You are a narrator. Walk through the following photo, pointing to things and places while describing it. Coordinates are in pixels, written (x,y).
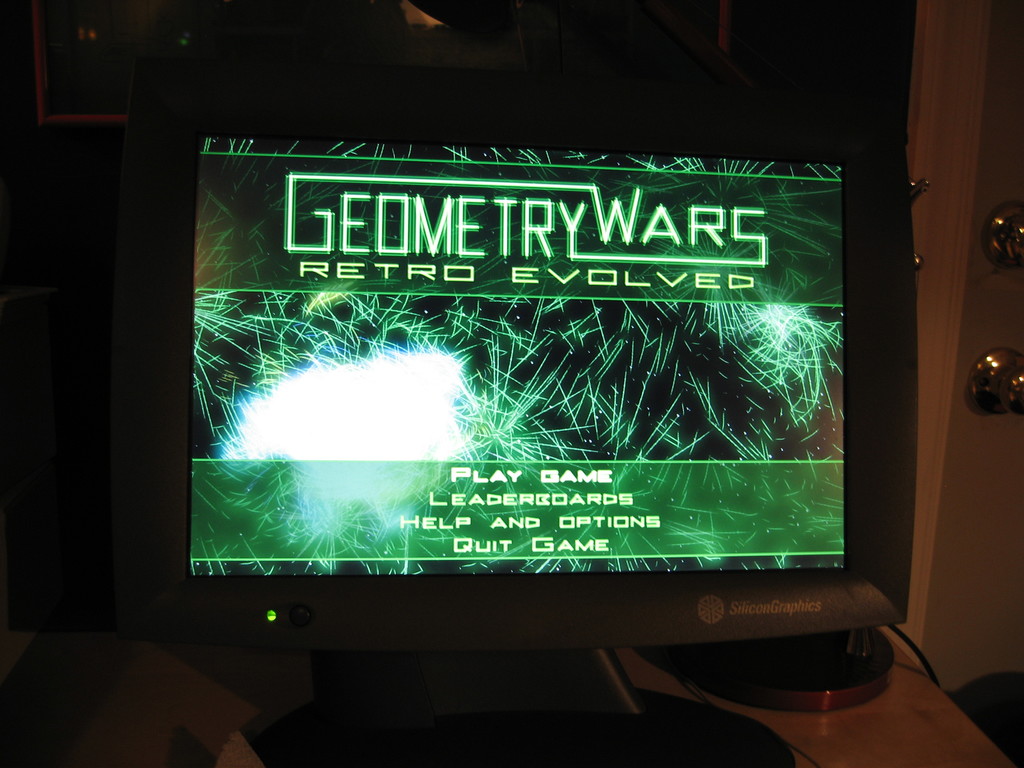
In the picture there is a game (400,324) on the computer monitor (449,391) and the monitor (639,437) is kept on a table (14,734).
